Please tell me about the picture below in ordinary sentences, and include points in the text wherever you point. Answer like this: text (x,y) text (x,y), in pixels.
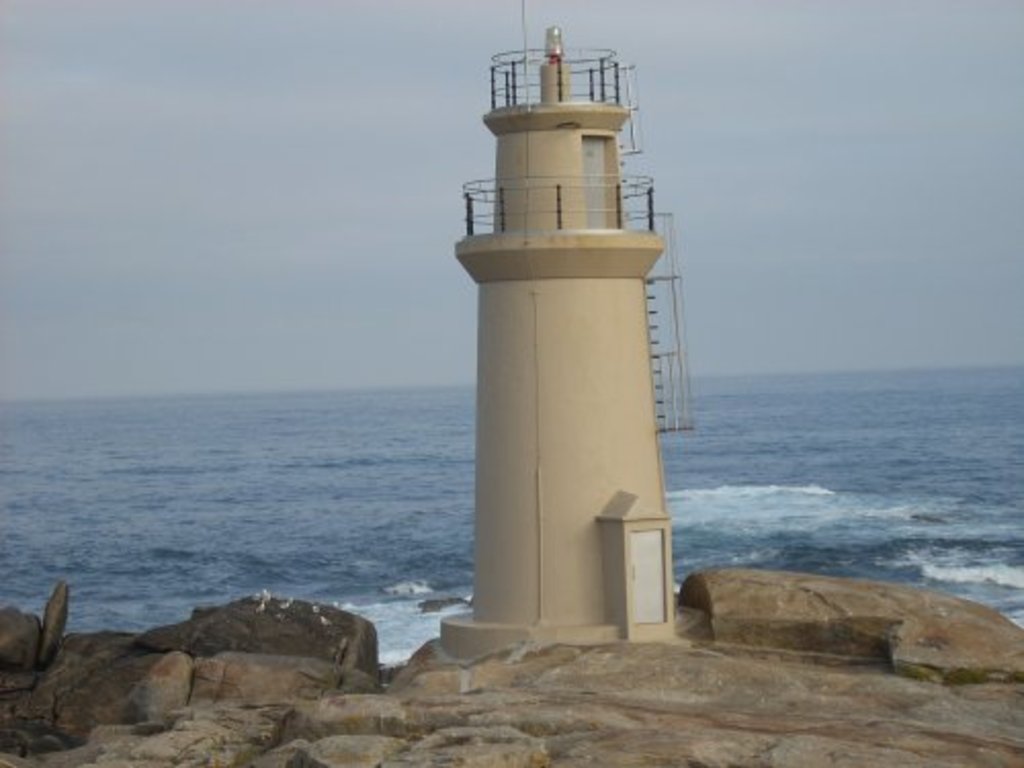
In this picture, there is a tower (483,386) in the center (656,475). At the bottom (363,644) there are stones (896,716). Behind the tower (659,475), there is an ocean (709,455). In the background (744,124), there is a sky (341,186).
